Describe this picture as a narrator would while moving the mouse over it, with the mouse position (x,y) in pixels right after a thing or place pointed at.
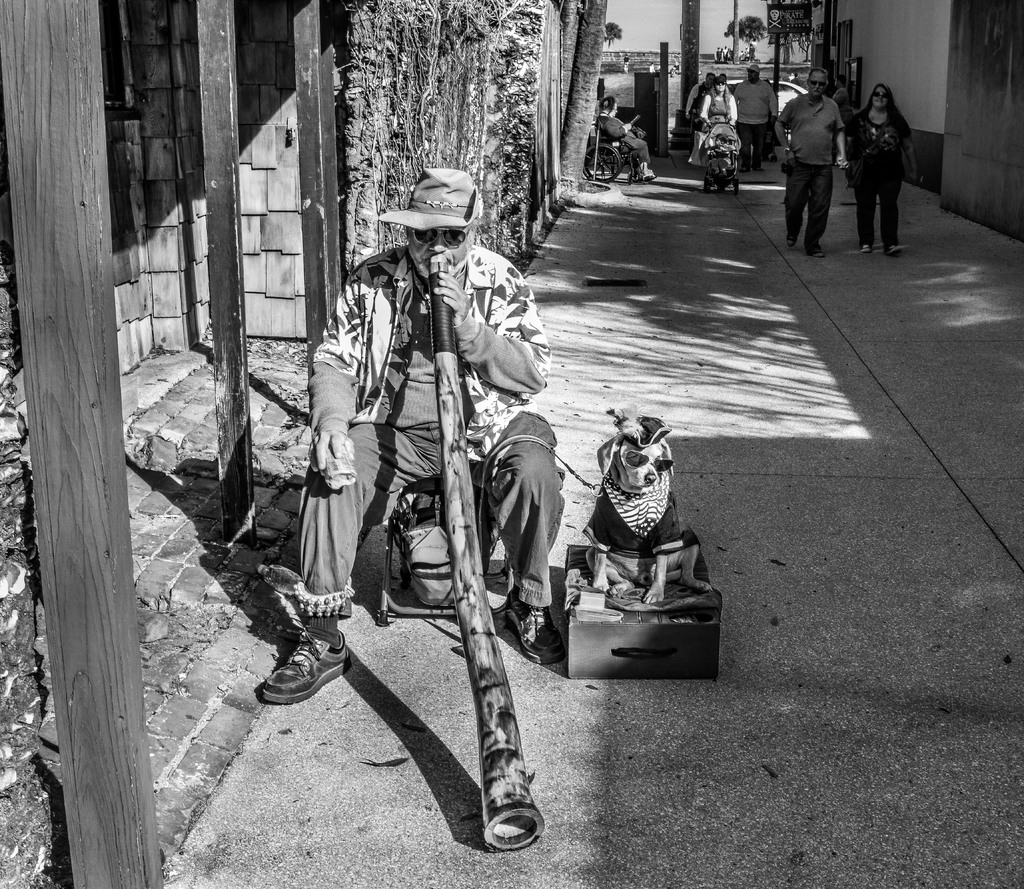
In this image we can see a person (393,412) wearing cap (450,182) and goggles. He is sitting on something and he is playing a musical instrument (441,408). Near to him there is a dog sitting on a box (615,624). On the left side (329,258) there is a building (288,132) with pillars (59,141). In the back (864,147) there are few people (864,147). There is a person (626,130) on a wheelchair (612,152). In the background (603,12) there are trees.
